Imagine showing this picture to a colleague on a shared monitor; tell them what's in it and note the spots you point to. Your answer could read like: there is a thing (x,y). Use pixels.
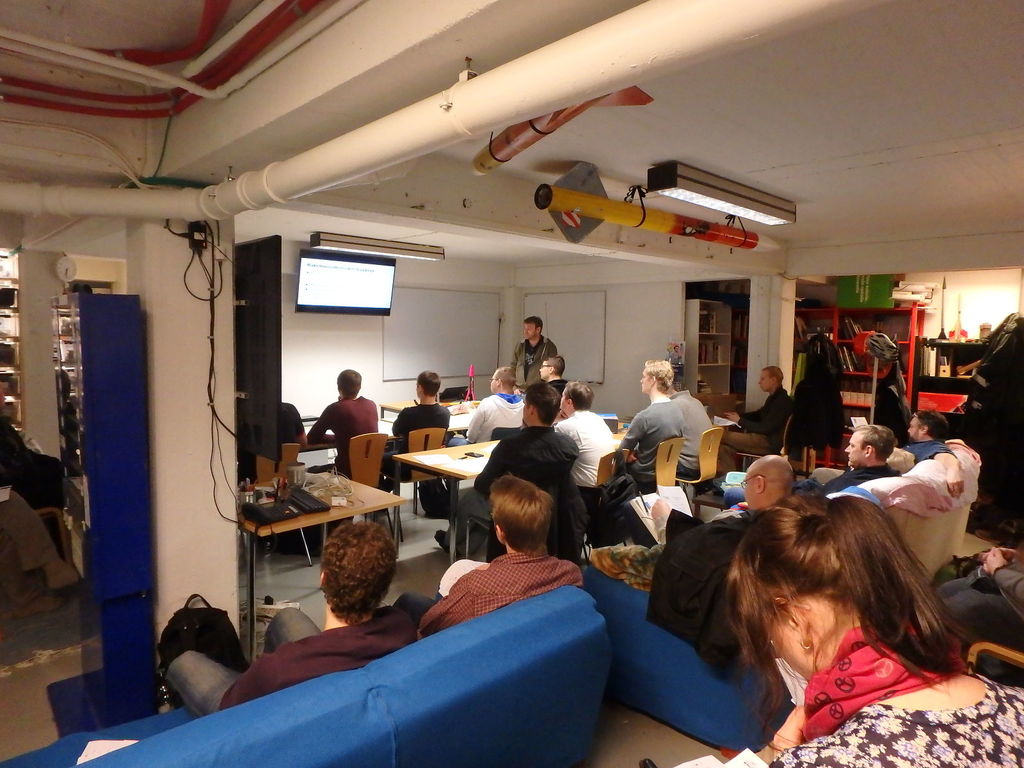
In this picture there are many people (840,479) sitting on the sofa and also few people (644,462) sitting on the chairs (609,466). There is a guy (541,359) standing in the front of the room (531,343) and looking at the people (371,614). The computer (378,282) is placed on the top of the wall (405,274). Few of them are watching it. There are also few pipes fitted to the wall (424,272) and a white pipe (549,93) is in the image. Light (682,191) is fixed on the roof (733,126).
